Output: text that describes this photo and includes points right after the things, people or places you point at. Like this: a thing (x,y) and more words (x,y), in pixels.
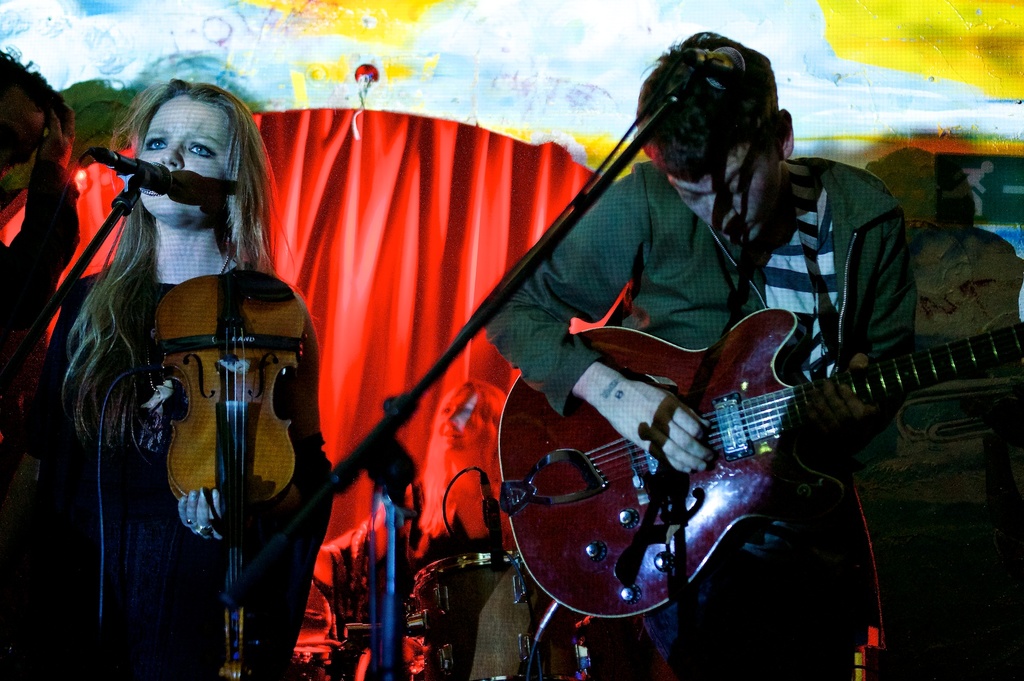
In the image we can see there are people (200,275) who are standing and holding musical instruments (564,474) in their hand (698,437) and in front of them there is mic (732,72) with a stand (40,313). At the back (438,263) there are red colour curtain (392,278).
